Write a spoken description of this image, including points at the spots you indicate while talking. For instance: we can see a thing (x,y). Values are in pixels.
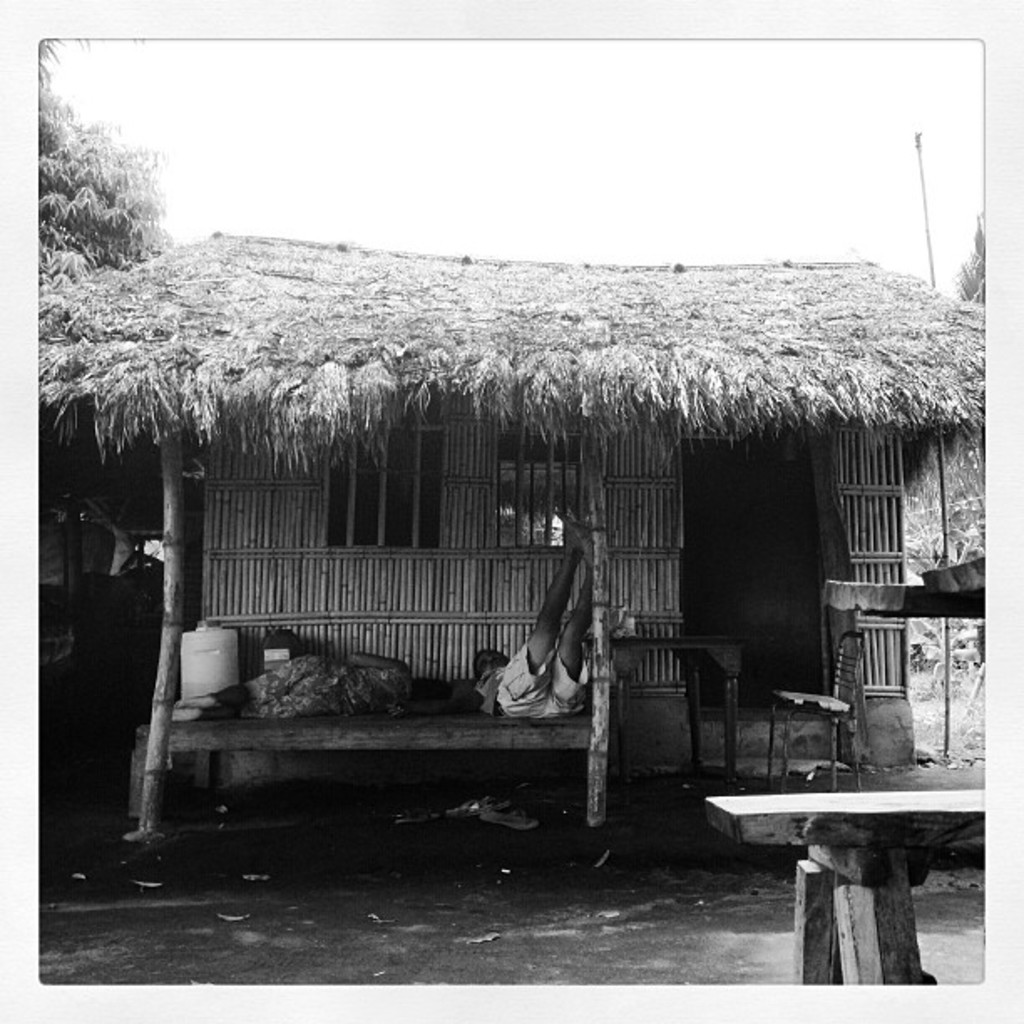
In this picture we can see a man (504,663) who is lying on the bed (456,718). Beside him we can see woman (289,677), who is also lying on the bed (446,733). Here we can see hut (695,288). On the right (720,507) there is a door (780,517). Here we can see windows (436,527). On the bottom right corner (862,973) there is a bench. On the top (494,208) there is a sky (662,86). On the top left corner (140,225) there is a tree (53,150). Here we can see a pipe (945,638).
